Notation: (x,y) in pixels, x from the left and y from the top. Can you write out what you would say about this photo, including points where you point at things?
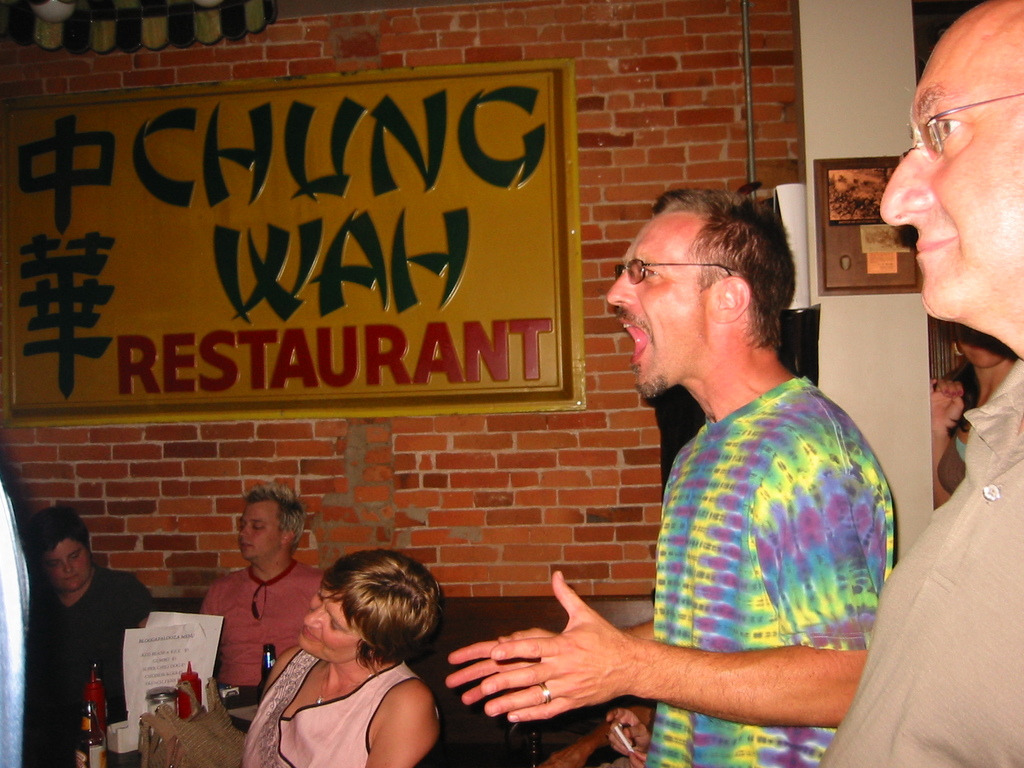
A board (332,285) is on this brick wall (626,184). This person (705,533) is shouting as we can see his mouth (638,334) is open. These persons (305,608) are sitting on chairs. On this table (236,704) there are papers (153,674), jar (166,693) and bottles (90,720). This person (949,573) is standing and smiling.
